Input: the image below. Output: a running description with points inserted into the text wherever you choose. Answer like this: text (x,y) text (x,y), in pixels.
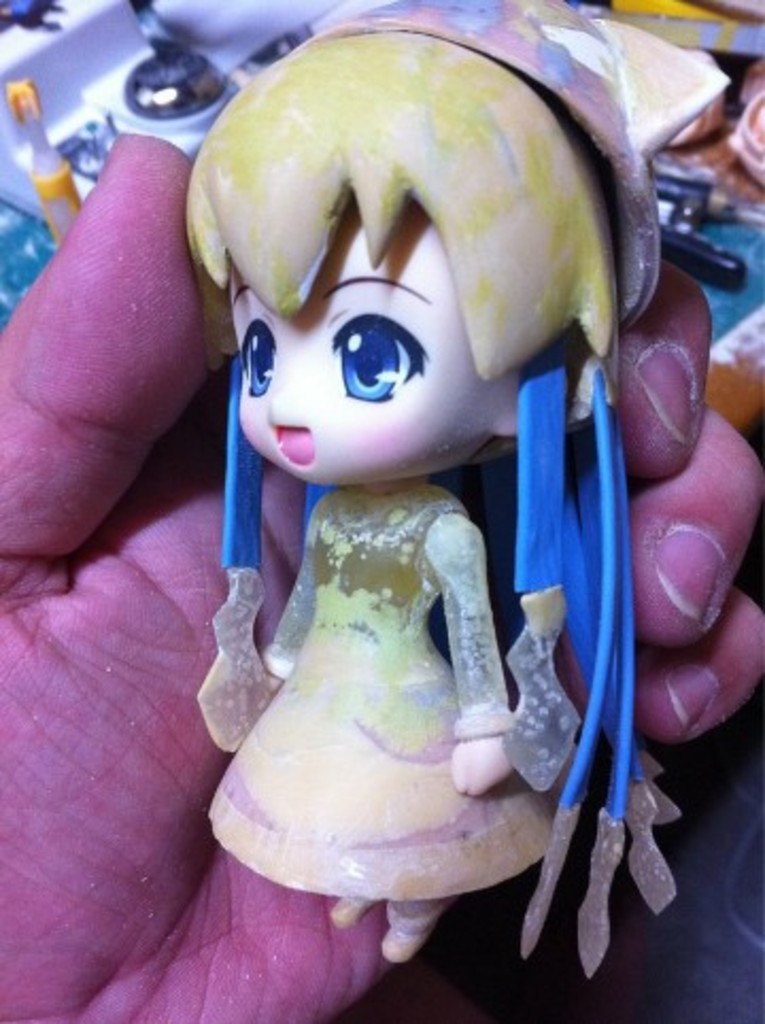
In this picture we can see the person's hand (686,566) who is holding a doll (404,702). On the table (64,132) we can see the paste (38,145), scissor (699,263), papers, mat (751,264) and other object (725,192).
